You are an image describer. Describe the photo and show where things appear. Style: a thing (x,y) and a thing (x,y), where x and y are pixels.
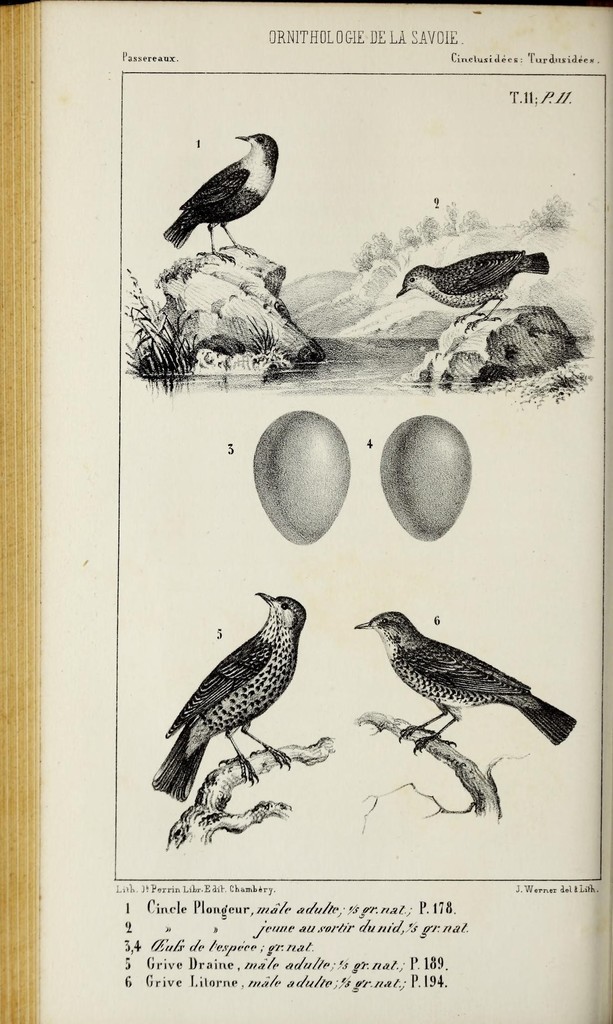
In this image we can see a picture of a book (240,200) in which there are few birds (244,660) standing on an object (281,336) and two eggs (390,499). There is some text (320,984) written on it and we can see some plants (158,353), mountain (310,318) and water (363,368).
